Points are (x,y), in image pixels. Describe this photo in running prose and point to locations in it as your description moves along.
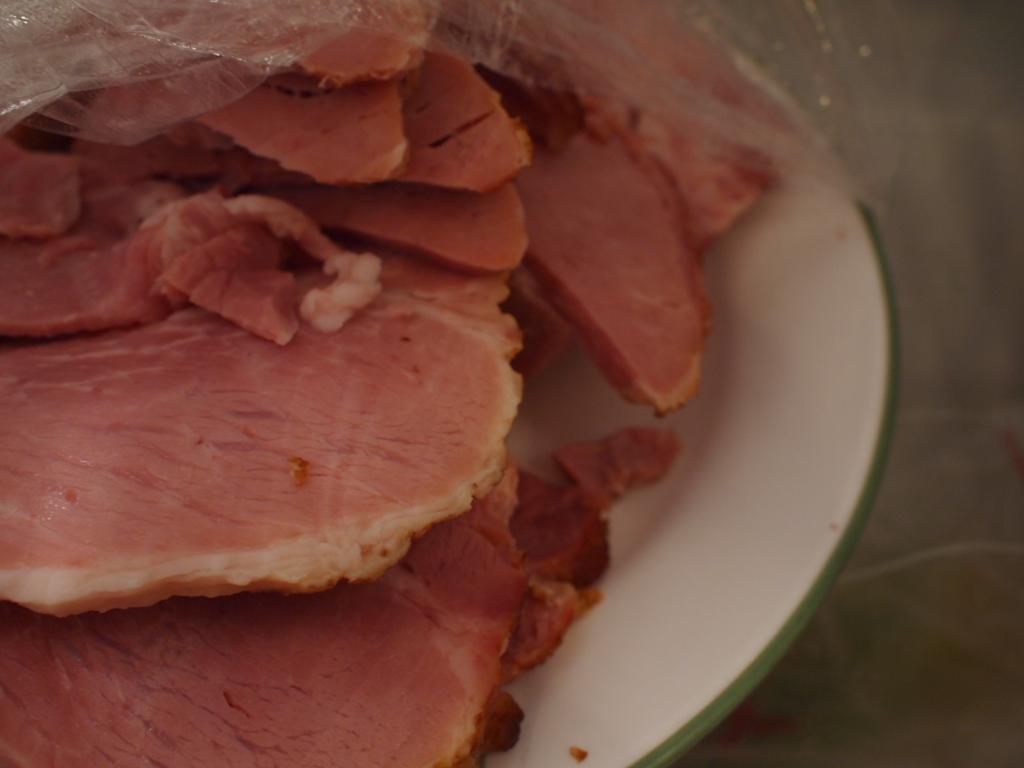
We can see plate (761,280) with food (405,96) and cover (564,78) on the surface (914,522).
